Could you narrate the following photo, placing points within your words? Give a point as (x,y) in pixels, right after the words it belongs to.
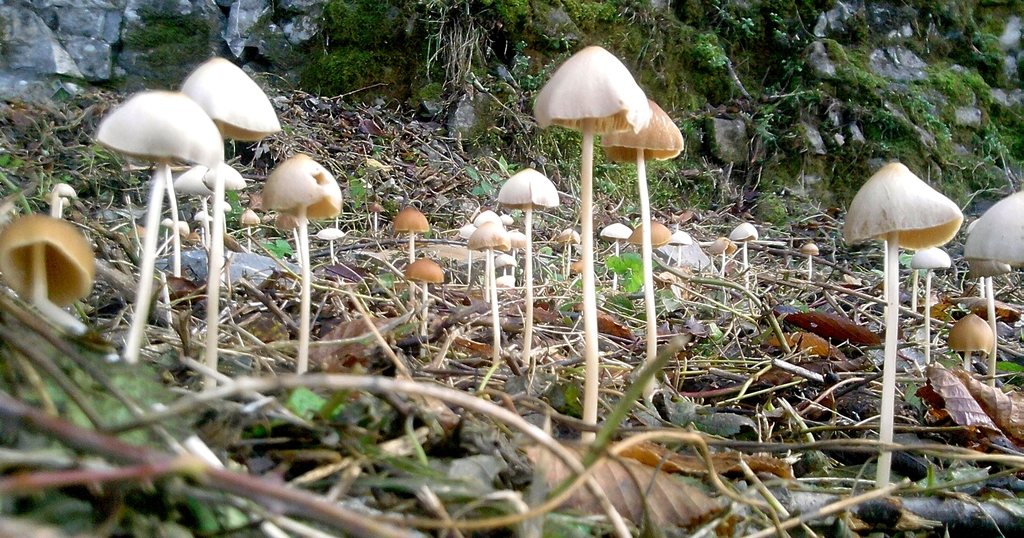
In this image I can see few plants (363,441) and few mushrooms (612,96) which are cream, white and brown in color. In the background (388,70) I can see the rocky surface (888,54) on which I can see some grass (703,85).
